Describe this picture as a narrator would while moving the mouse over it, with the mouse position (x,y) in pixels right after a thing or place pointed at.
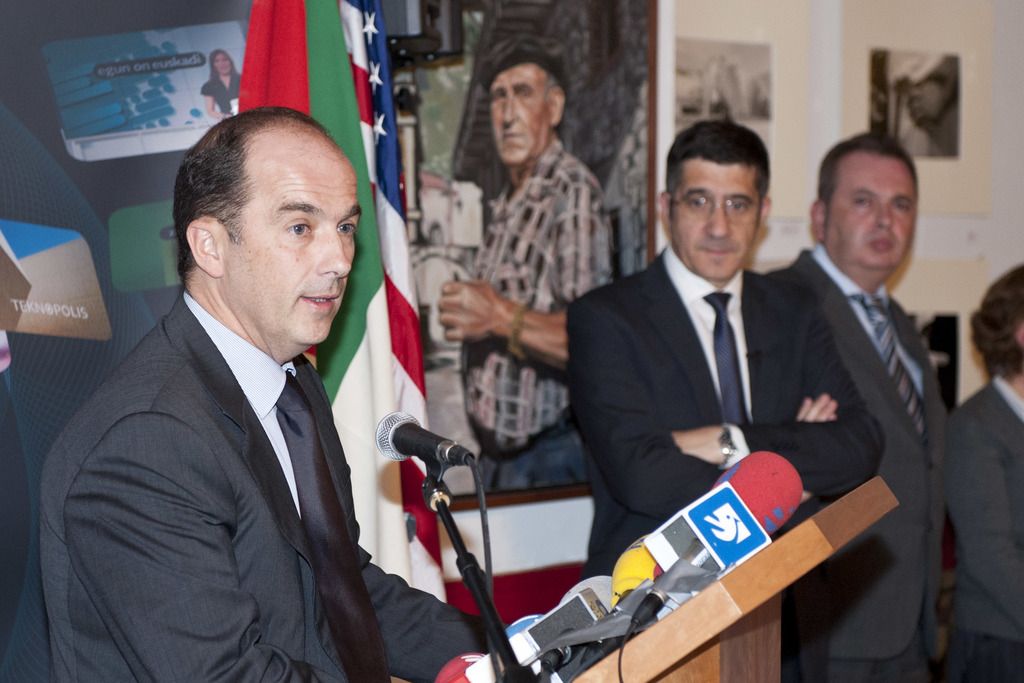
In this picture we can see a man (225,413). On the right side of the man (146,415), there is a podium (714,603) with microphones (618,599). At the bottom of the image (465,560), there is another microphone (382,431) with a stand (428,499) and a cable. On the right side of the image (766,356), there are three persons (792,439). Behind the people (908,449), there are photo frames (558,97) attached to the wall (935,240) and there is a flag (360,368). On the left side of the image (89,246), it looks like a board (41,292).
